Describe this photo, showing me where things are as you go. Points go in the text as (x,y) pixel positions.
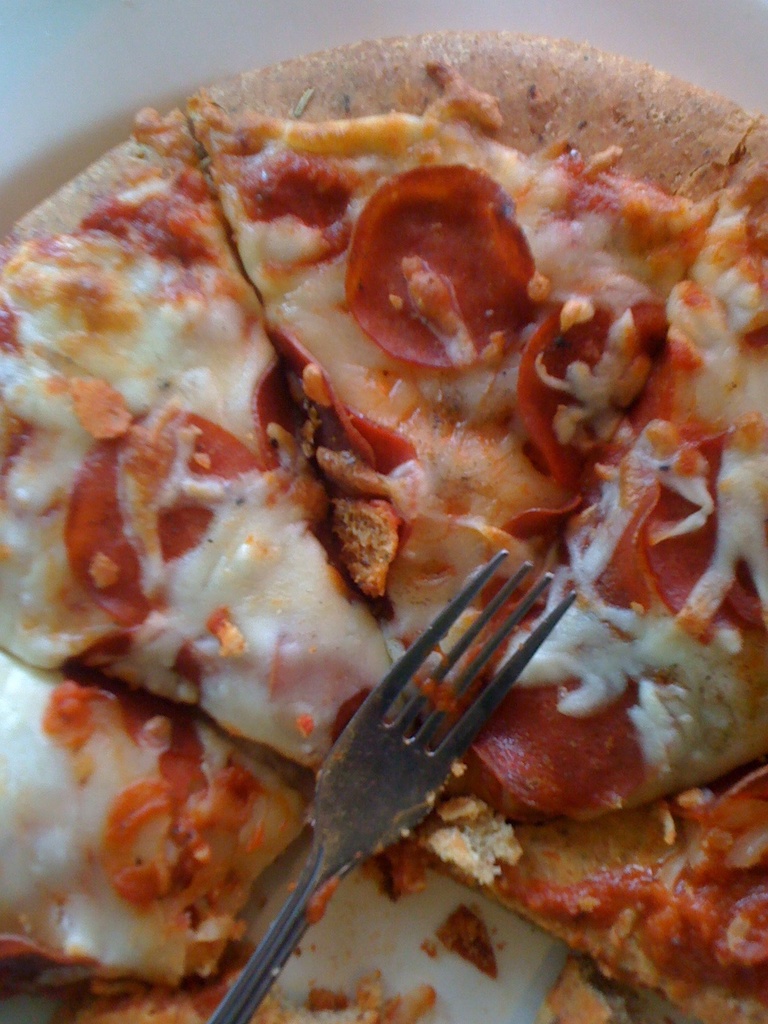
In this picture I can see fork (443,614) on the pizza (339,709).
